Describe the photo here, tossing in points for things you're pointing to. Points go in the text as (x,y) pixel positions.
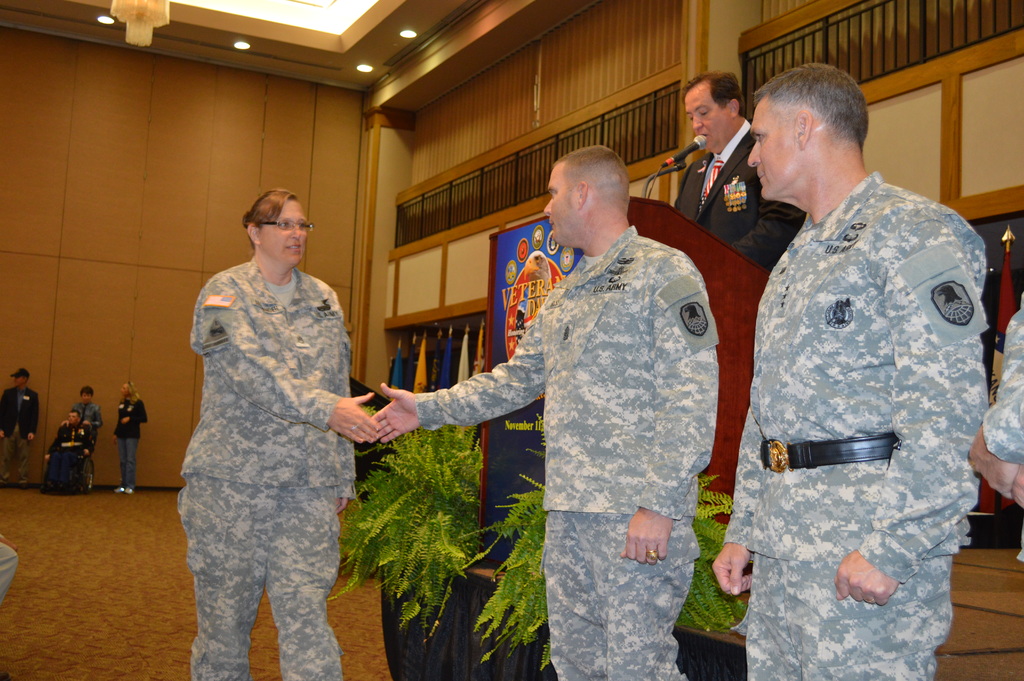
In this picture I can see four persons (561,534) standing, there are plants (459,532), there is a person (730,117) standing near the podium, there are mics (677,159), there are flags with the poles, and in the background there are group of people (132,418) standing, a person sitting on the wheel chair (86,465), there are lights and a chandelier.
